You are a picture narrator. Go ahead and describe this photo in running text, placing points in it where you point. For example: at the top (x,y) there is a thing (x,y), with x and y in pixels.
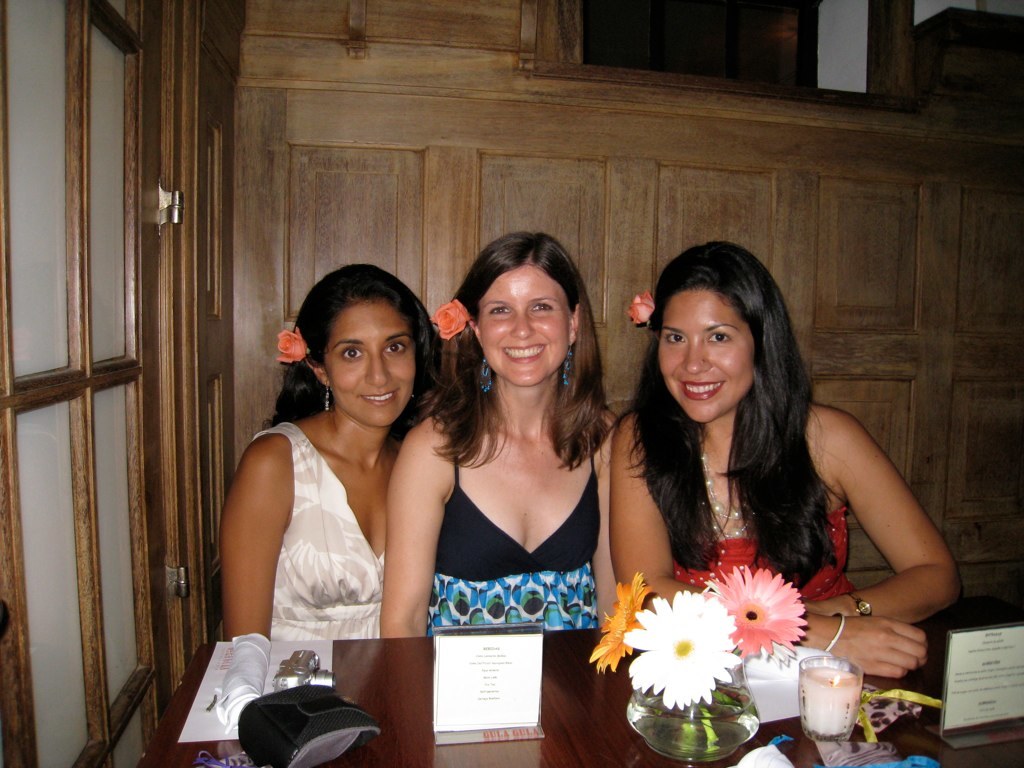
In this image, there are a few people (412,311) sitting. We can see a table (1002,750) with some objects (1004,733) like boards (989,708) with text (994,631), flowers (686,669) and a glass (840,713) with some liquid (840,713). In the background (362,215), we can see the wooden wall (368,62). We can also see some glass (22,305) on the left (42,281).
